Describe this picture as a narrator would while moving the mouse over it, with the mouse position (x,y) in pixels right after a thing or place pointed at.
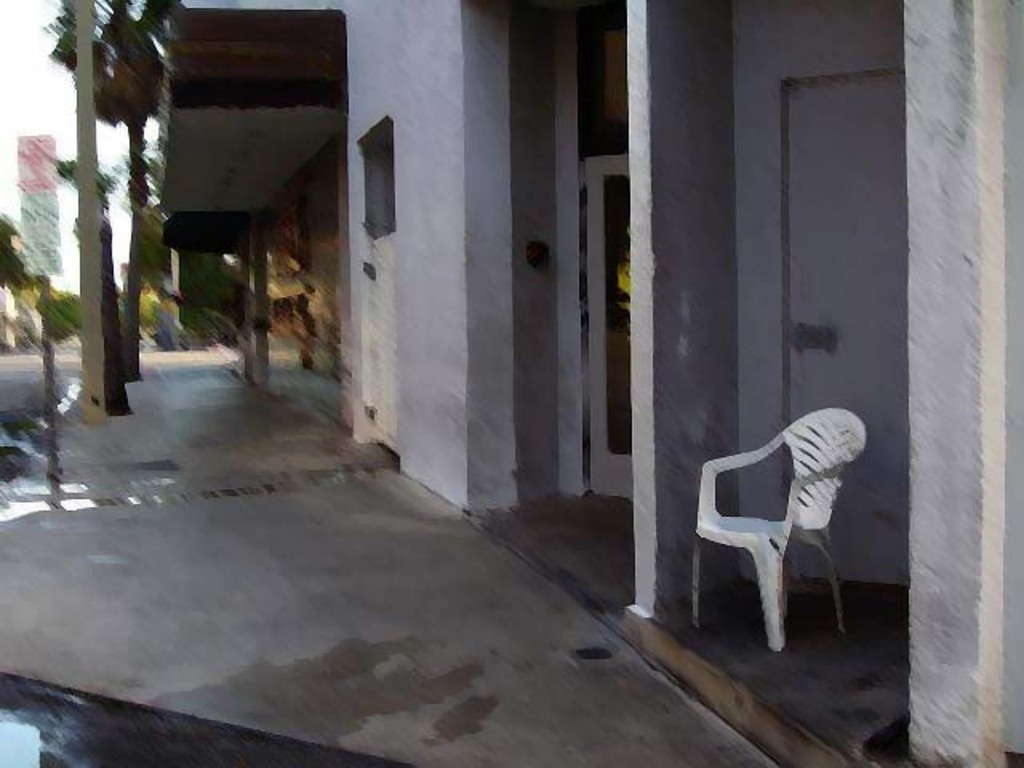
This picture is slightly blurred, where we can see a chair (795,466), I can see pillars (707,412), buildings (272,143), boards (39,244), trees (185,290) and the sky (15,44) in the background (32,270).
